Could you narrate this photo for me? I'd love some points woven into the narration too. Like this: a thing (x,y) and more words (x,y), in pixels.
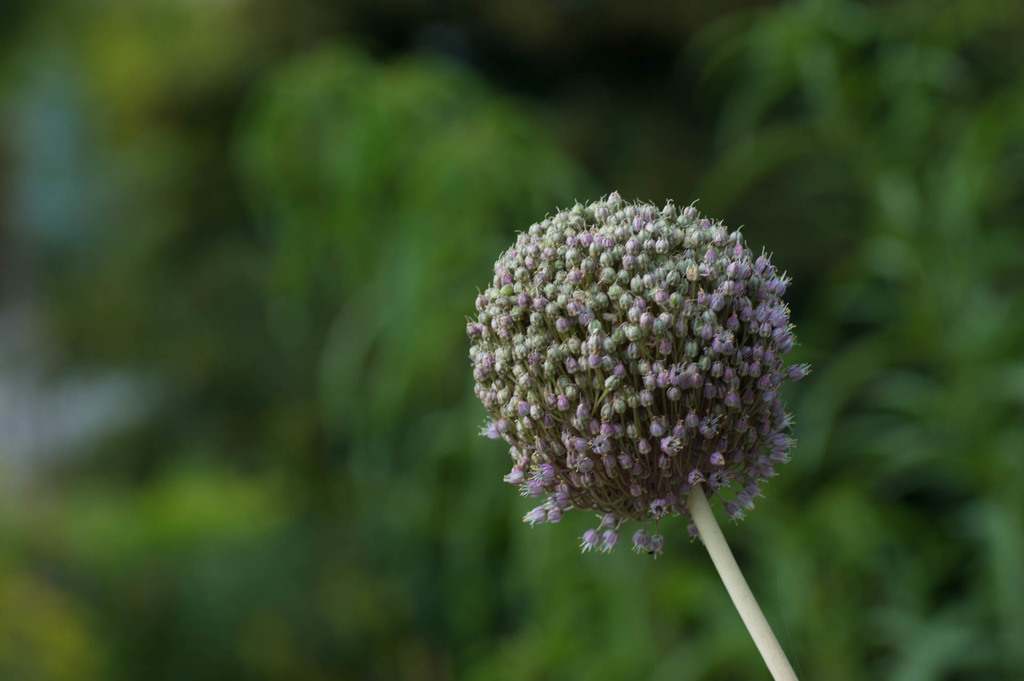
In the image we can see tiny, bud flowers (593,356) and the background (236,286) is greenish blurred.
